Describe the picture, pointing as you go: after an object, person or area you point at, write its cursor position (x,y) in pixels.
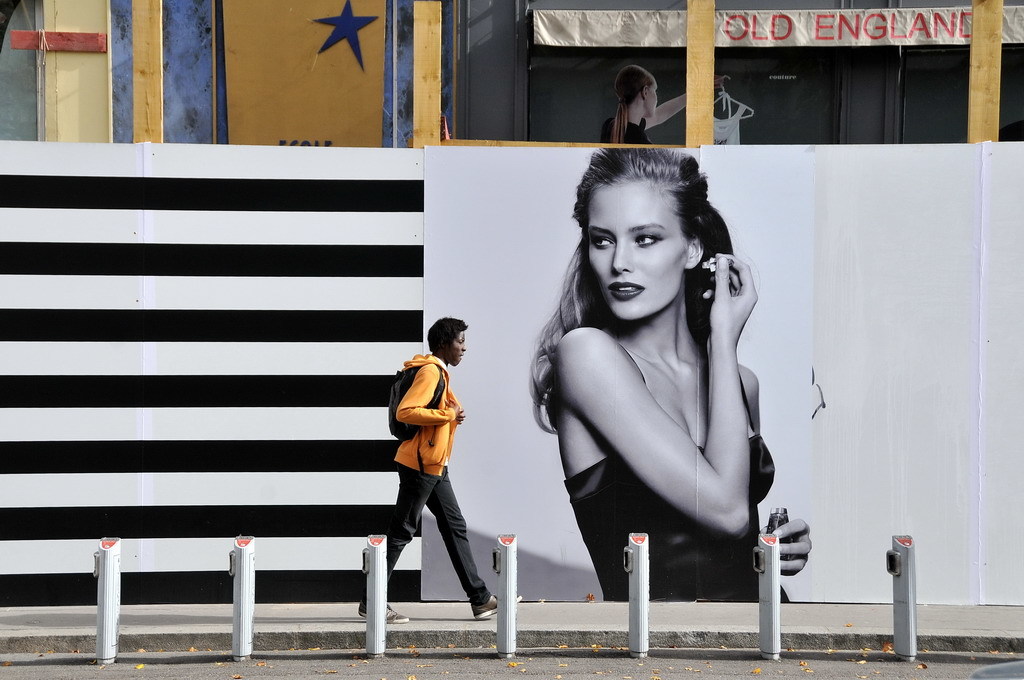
In this image we can see a person (414,469) walking and the person (430,456) is carrying a bag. Behind the person (435,424) we can see a banner (719,294) on which we can see an image (611,333) of a person (611,333) and we can see a building (468,89) behind the person (422,480). In front of the person (442,480) we can see few barriers (242,630).
